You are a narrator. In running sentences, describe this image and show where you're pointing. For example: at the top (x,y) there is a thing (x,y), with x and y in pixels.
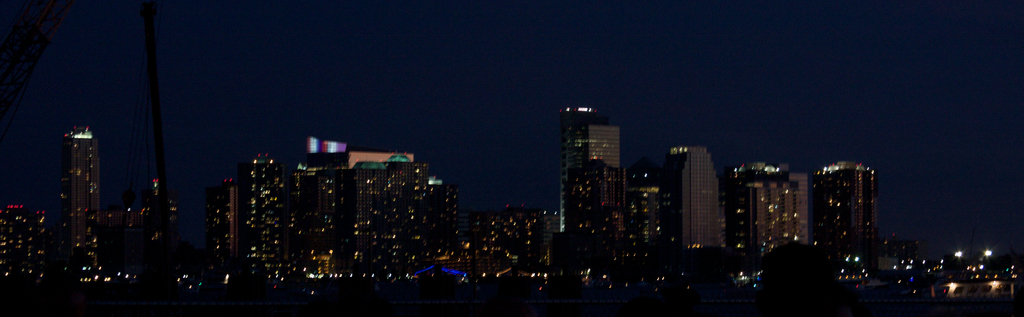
In this image there are buildings (255,210), in the left side of the image (13,55) there are metal rods (56,23).
